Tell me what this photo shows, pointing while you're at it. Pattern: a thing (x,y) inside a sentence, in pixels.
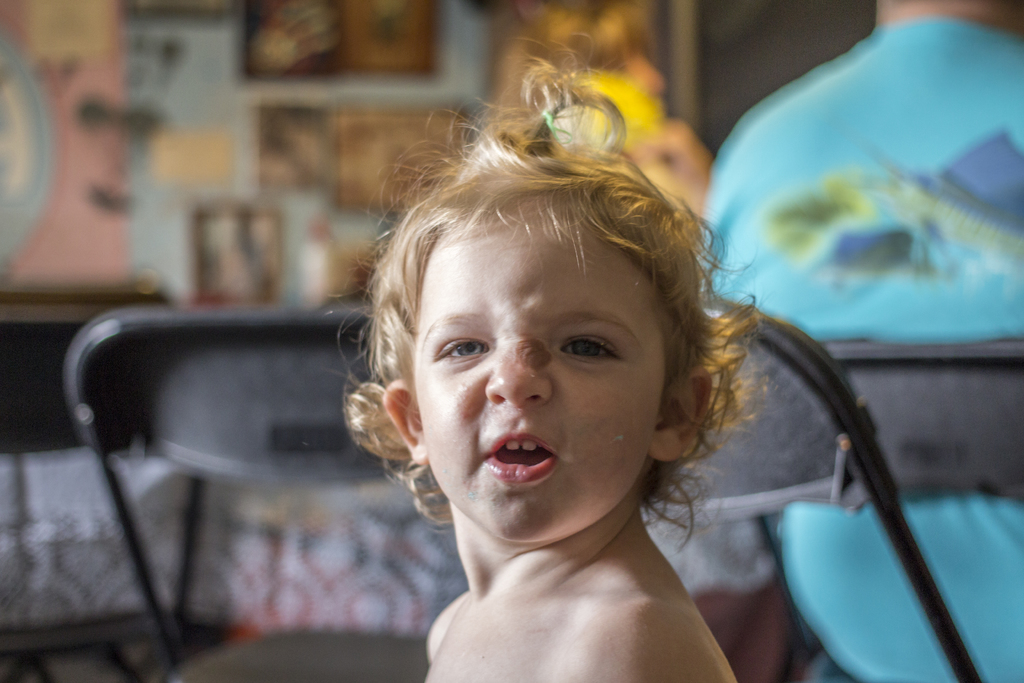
This image consists of a kid (675,450). On the right (979,330), we can see a person (932,216) wearing a blue t-shirt (924,517) is sitting in a chair (935,458). Behind the kid (540,448), there is another chair (195,457). In the background (509,77), there is wall (439,101) on which there are many frames (386,197). And the background (266,18) is blurred.
